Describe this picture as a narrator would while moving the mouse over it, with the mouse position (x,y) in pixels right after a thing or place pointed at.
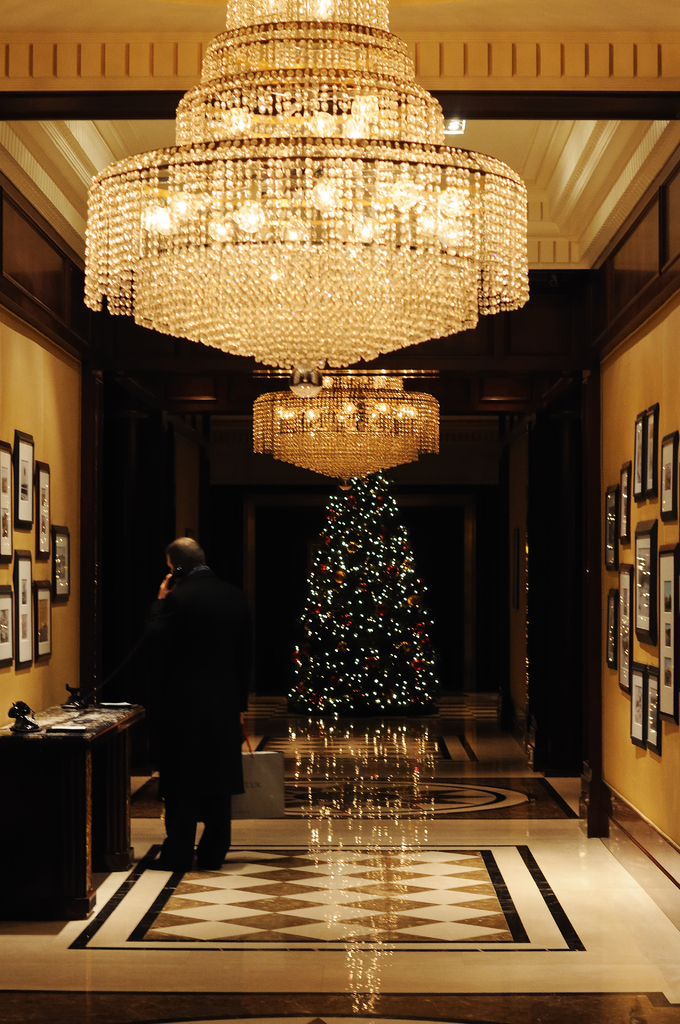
In this image I can see a man (191,569) is standing and holding a telephone handle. On these walls (613,483) I can see number of frames (4,638). Here I can see lights (337,272).
